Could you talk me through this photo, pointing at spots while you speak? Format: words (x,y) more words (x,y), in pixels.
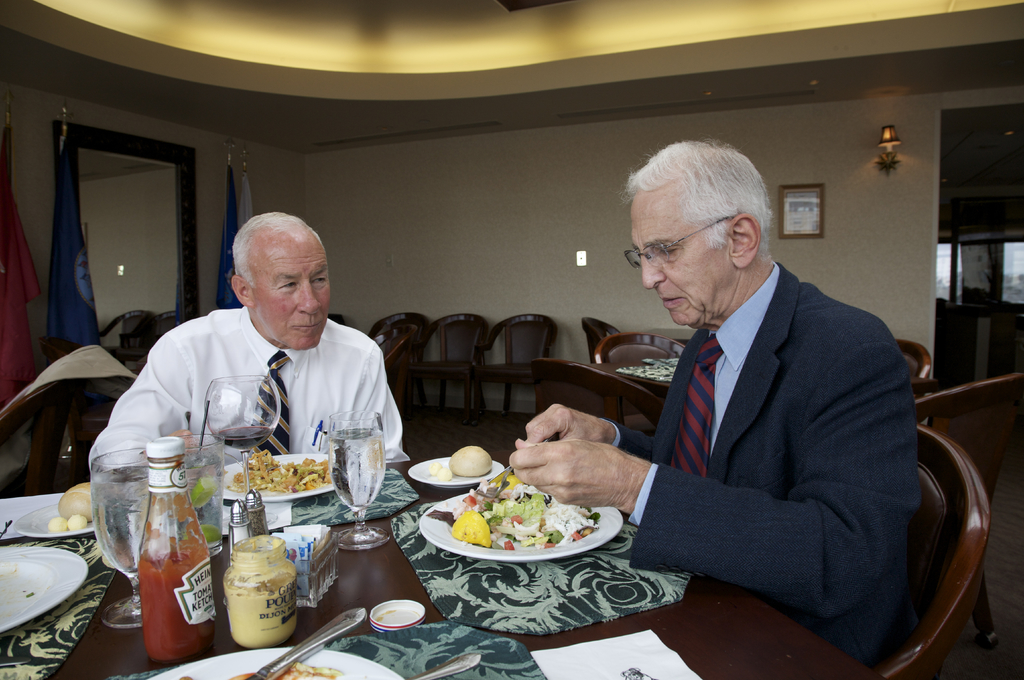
There are two men (847,390) sitting on chairs (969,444) and we can see plates (40,603), food (235,482), glasses (342,431), lid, jars (243,572), mats (302,515), bottle (178,645) and objects (302,569) on the table (315,616). We can see chairs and table (398,578). In the background (88,333) we can see flags (48,329), frame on the wall (426,175), door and windows (1014,266).
